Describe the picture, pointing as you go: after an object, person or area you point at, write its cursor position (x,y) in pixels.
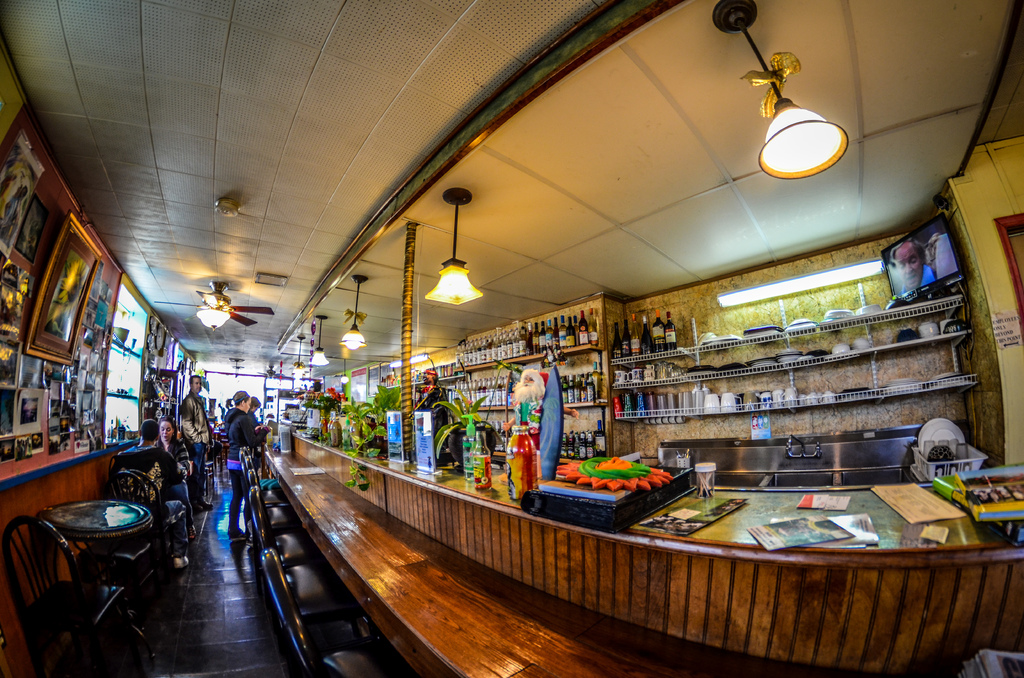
It is a store (326,335). on the left side (80,354) there are some photo frames (88,320), tables (103,512) and chairs (49,579). Some people (180,445) are standing and sitting over there. There are fan lights (213,301) on the ceiling (535,188). On the right side (756,526) there is a table (380,514). On the table (739,513) there are books (783,539), bottles (484,453), plants (383,414), pots (457,431) and many items (417,419) are kept. Behind that there are some racks (628,359) on the racks (628,359) there are bottles (478,356). There is a TV (921,268) on the wall (849,300).
